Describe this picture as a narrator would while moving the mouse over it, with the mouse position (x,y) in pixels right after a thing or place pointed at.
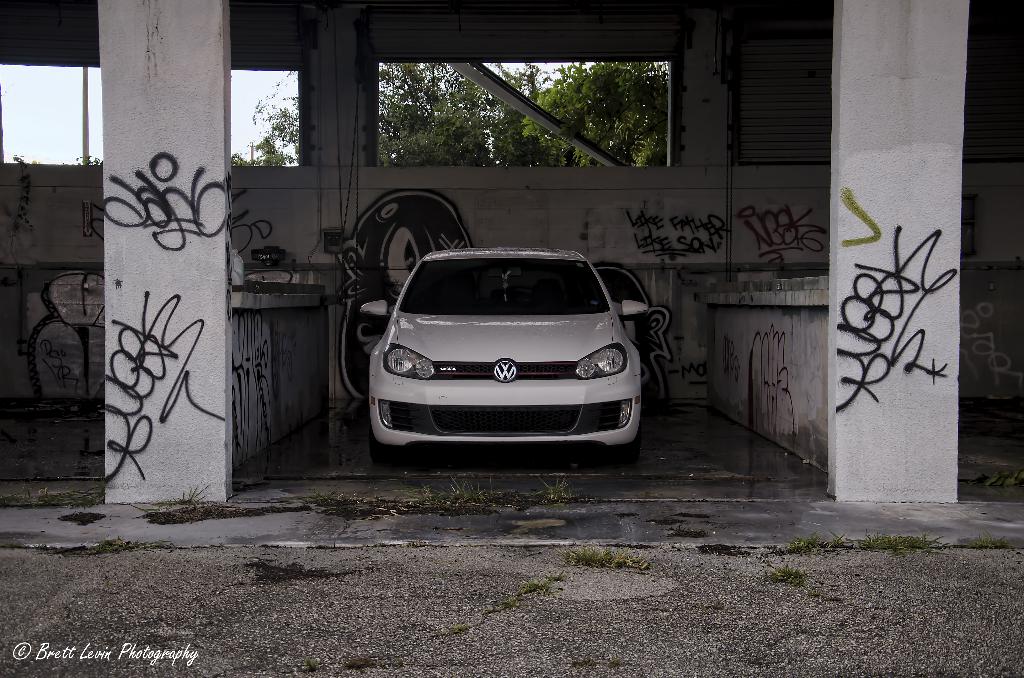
In this picture we can see a car (424,373) parked on the path (404,453) and on the left (147,269) and right side of the car (562,334) there are pillars (184,287). Behind the car (445,293) there is a wall (398,245), trees (276,116) and a sky (260,129). On the image there is a watermark (91,659).
